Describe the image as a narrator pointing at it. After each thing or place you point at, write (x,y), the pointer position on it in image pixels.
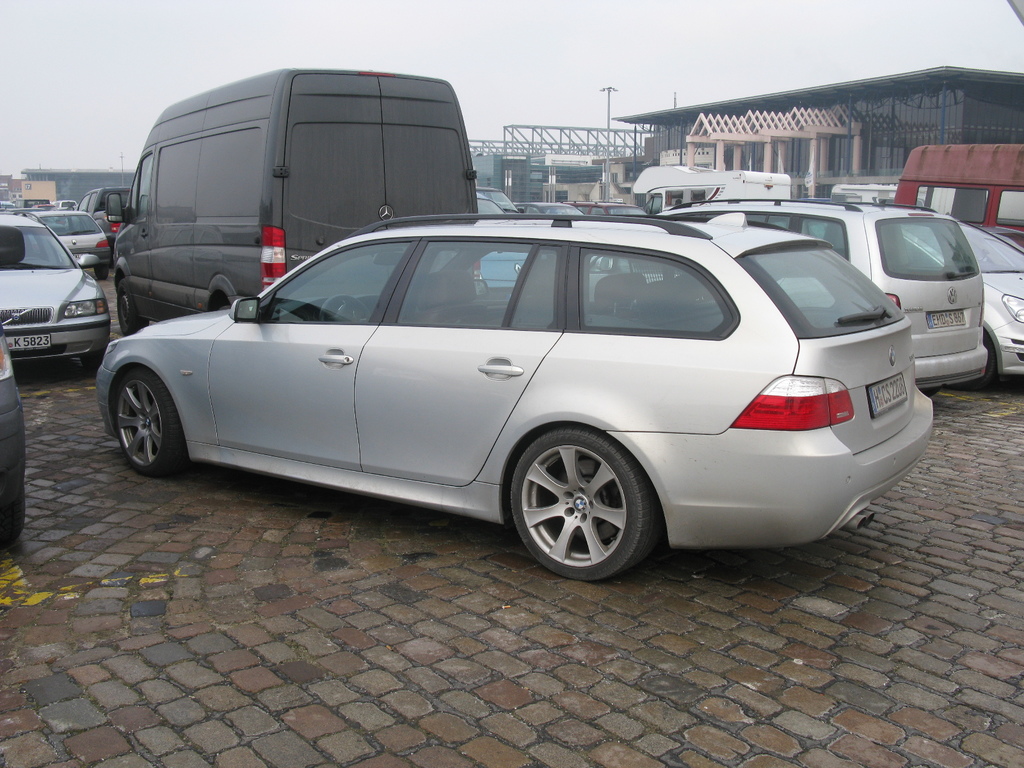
In this image I can see there are cars (594,370) at here. On the right side (870,153) there is a glass house (826,130), at the top (481,2) it is the sky (454,51).
